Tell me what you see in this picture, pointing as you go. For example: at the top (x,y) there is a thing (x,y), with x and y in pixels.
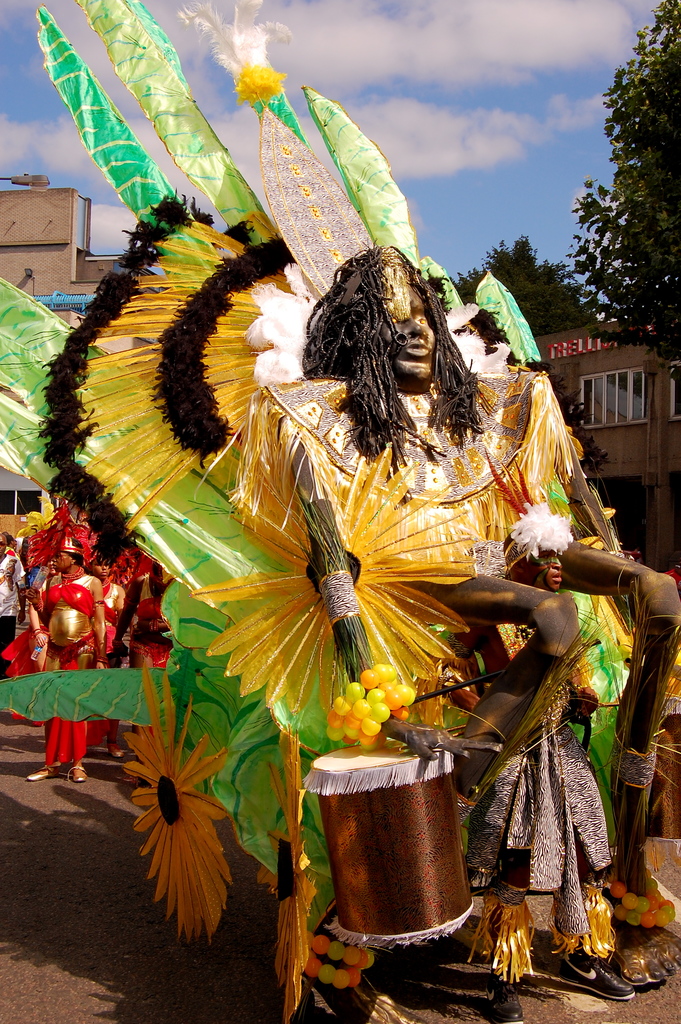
In the foreground of this image (286,699), there is a structure (514,624) of a man (447,520). In the background (107,610), there are persons (87,612) wearing carnival dresses (88,614) and standing on the road (105,765) and we can also see few buildings (98,280), trees (648,265), sky (502,180) and the cloud (486,70).
